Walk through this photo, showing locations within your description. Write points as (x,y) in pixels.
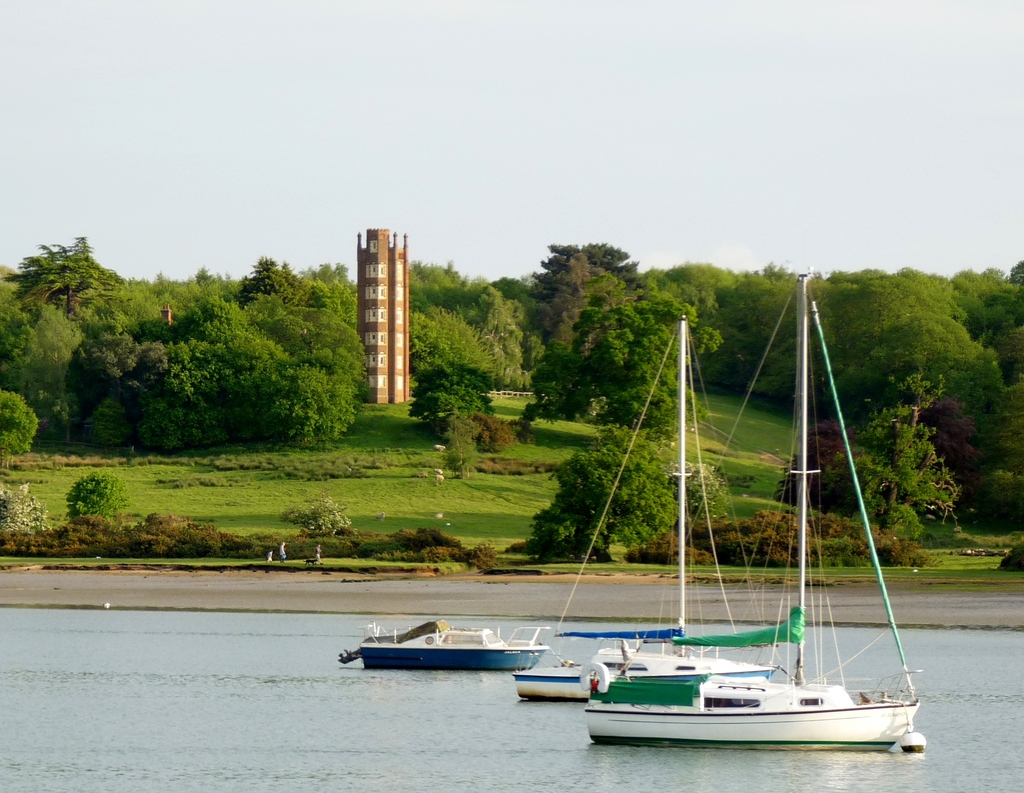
In this image, I can see the boats (603,740) on the water (409,742). These are the trees (243,370) with branches (501,342) and leaves (709,472). I can see the small bushes (174,538). This looks like a tower (360,335). Here is the sky (488,109). I think there are three people (272,562) standing.
